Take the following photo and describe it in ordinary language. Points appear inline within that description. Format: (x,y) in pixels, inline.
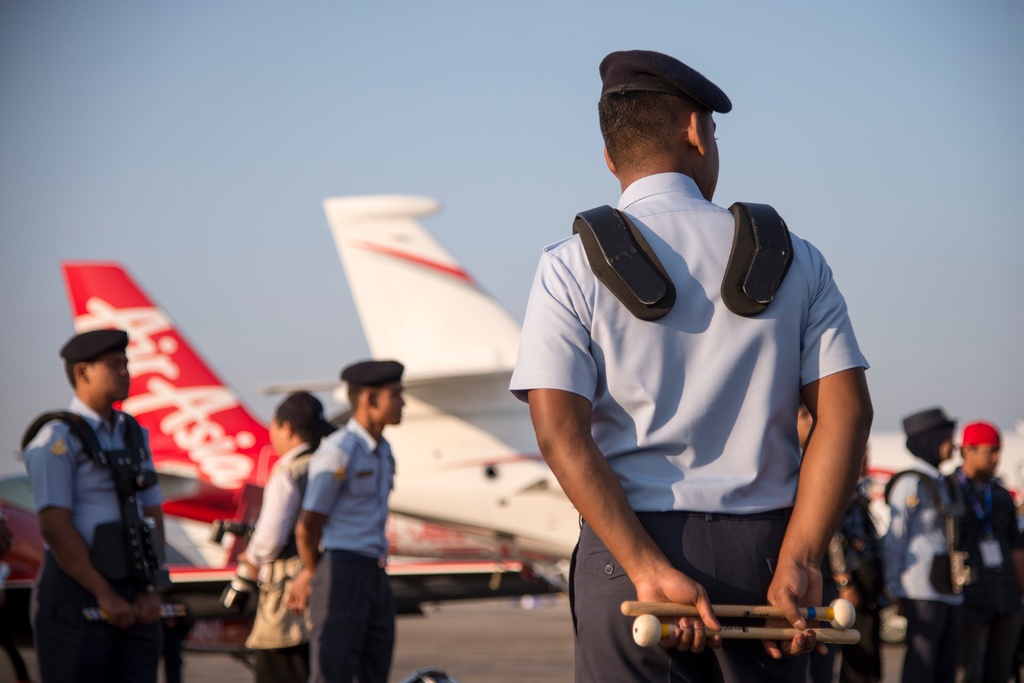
In this image we can see one man (695,556) is standing and holding sticks (767,634) in his hand (783,594). He is wearing blue color shirt (714,399) with pant (629,591). Behind so many persons (940,508) are standing and aeroplane (177,340) are there. The sky (456,38) is in blue color.
